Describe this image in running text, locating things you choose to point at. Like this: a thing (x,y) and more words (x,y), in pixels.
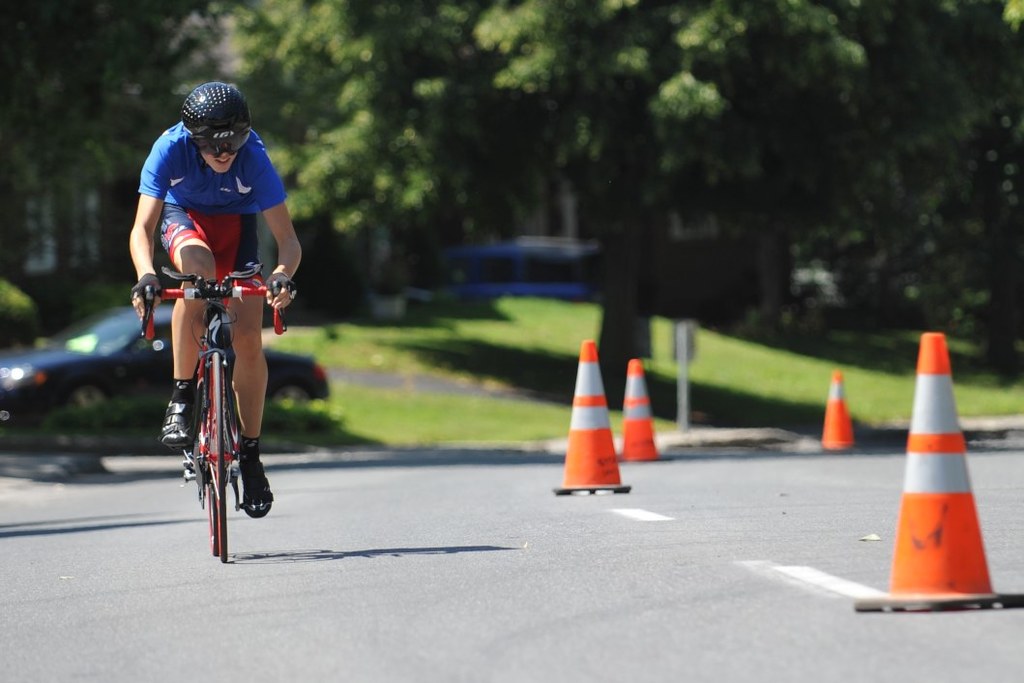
In this image we can see a person (248,194) wearing blue t shirt (213,189), helmet (230,129) and goggles (232,147) is riding a bicycle (215,509) on the road (411,600). To the right side of the image (957,573) we can see four cones (603,457) placed on the ground (824,583). In the background (126,366), we can see a vehicle (299,373) parked on the road (835,589) and a group of trees (485,170).
